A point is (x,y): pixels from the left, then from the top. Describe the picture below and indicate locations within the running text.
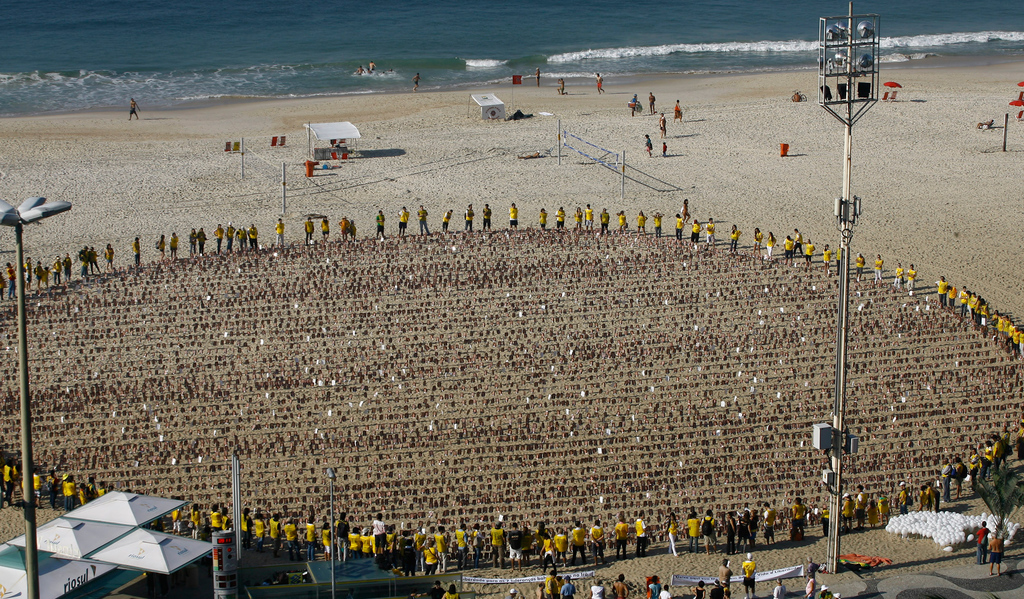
In this image, we can see a few people (560,583). We can see the ground (392,265) covered with some objects (425,378). We can also see some poles (28,594), sheds (103,585), umbrellas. We can also see some water (362,58), a few white colored objects (939,531) and banners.
